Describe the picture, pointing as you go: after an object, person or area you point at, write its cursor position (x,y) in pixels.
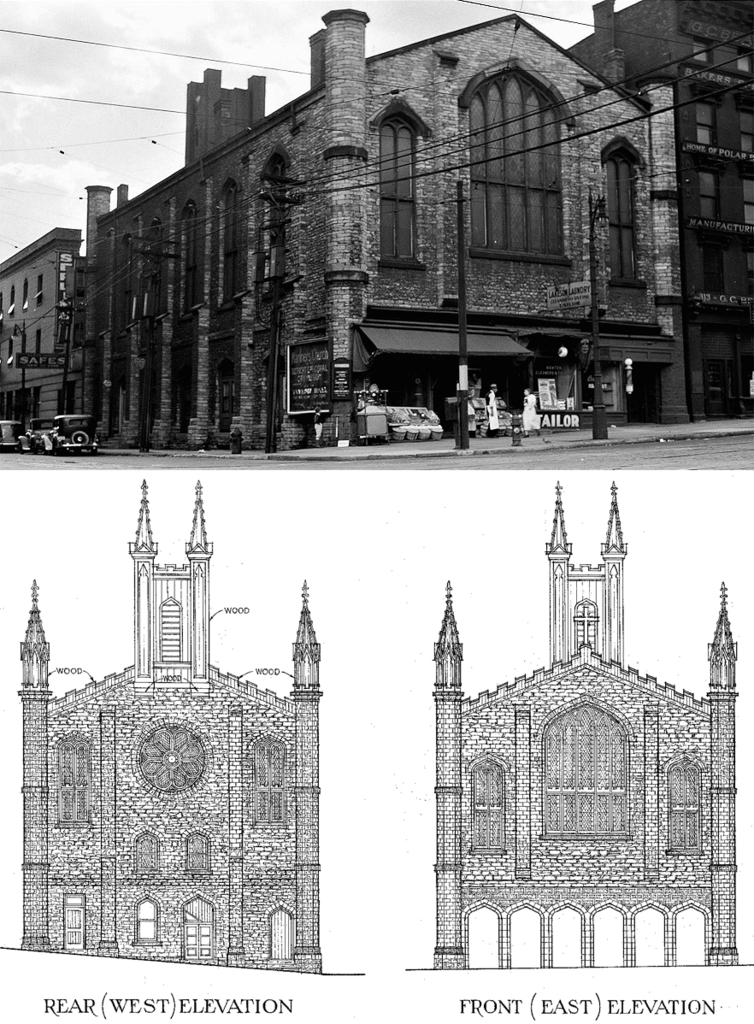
In this image there is a picture. In this picture we can see buildings (402,270), poles (599,360) and vehicles (72,440). In the background (155,121) there are wires (183,56) and sky (256,52). At the bottom (276,746) we can see sketches (224,761) of buildings (460,846) and there is text (585,1014).
